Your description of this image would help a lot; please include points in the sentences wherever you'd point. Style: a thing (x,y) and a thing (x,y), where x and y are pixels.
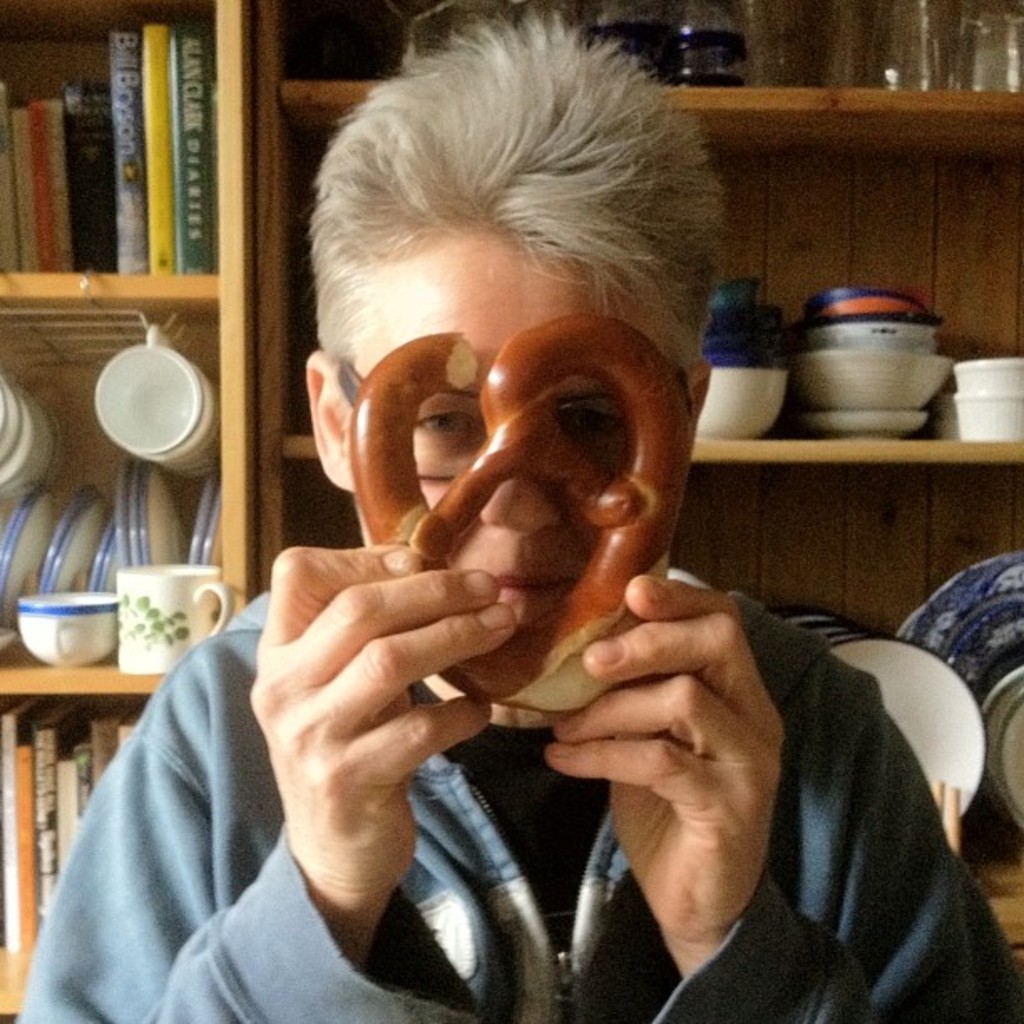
In the center of the image (366,675), we can see one person (633,855) standing and holding some object (361,502). In the background (310,470), we can see racks (264,534), books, plates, cups (140,400), bowls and a few other objects (980,26).
